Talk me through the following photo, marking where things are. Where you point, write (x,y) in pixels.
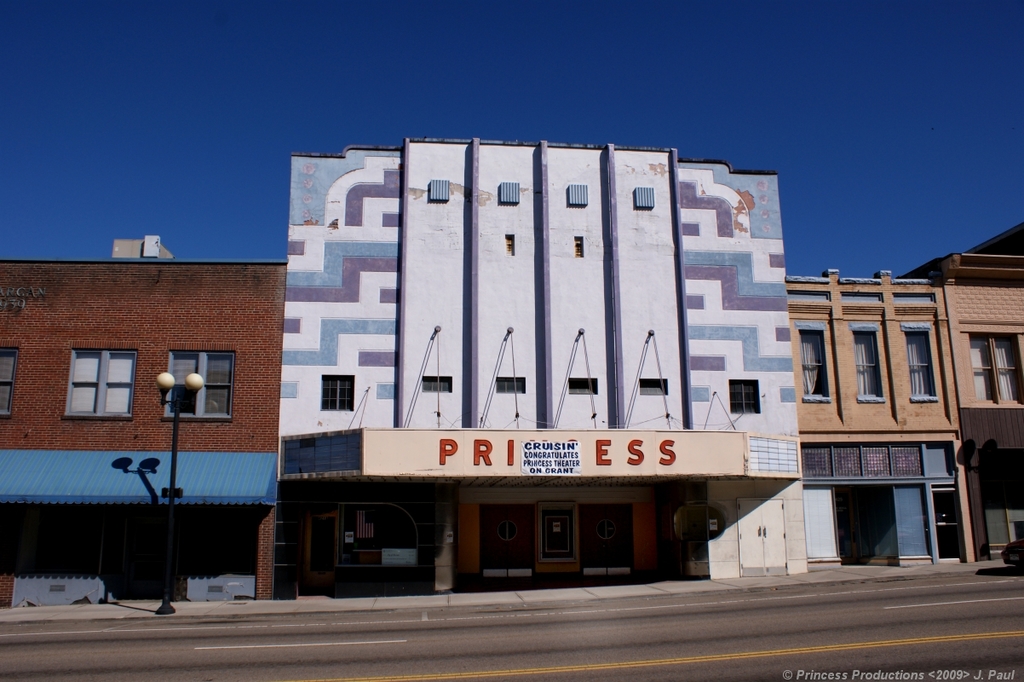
In this picture there are buildings (617,268) in the image and there is a poster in the center of the image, there are windows (505,388) on the buildings (94,367) and there is a lamp pole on the left side of the image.
